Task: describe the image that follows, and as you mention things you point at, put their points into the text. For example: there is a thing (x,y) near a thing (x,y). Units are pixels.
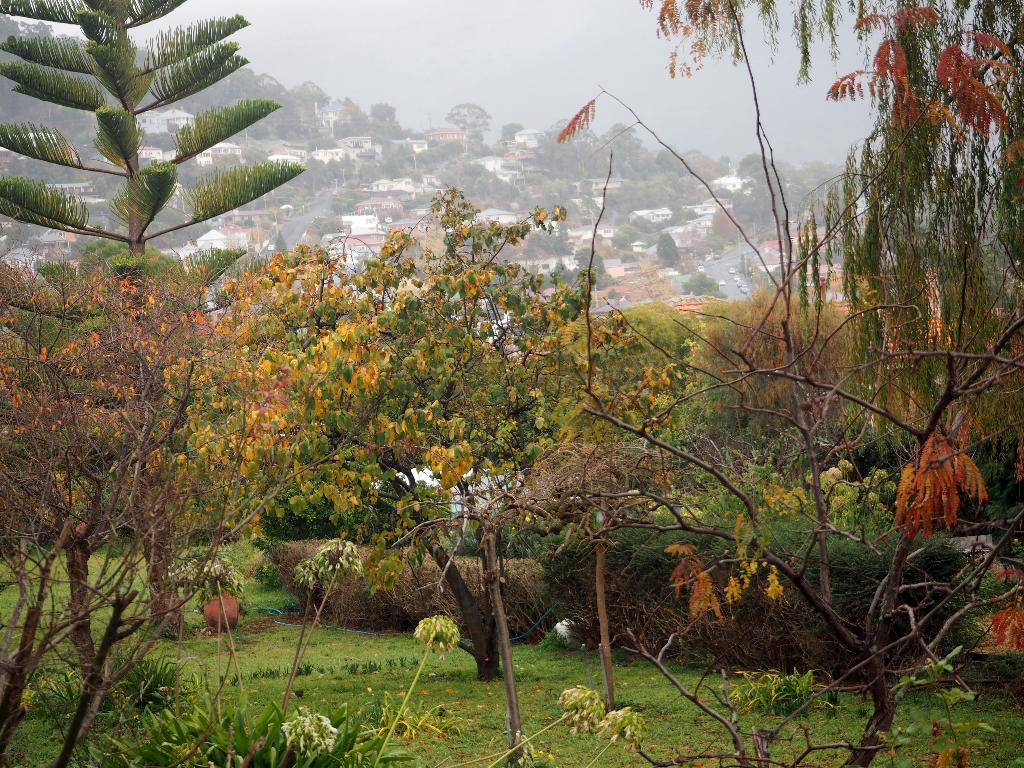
As we can see in the image there are trees (544,392), plants (509,580), grass (706,722), hills (239,80), houses (343,158) and at the top (622,51) there is sky (639,8).
